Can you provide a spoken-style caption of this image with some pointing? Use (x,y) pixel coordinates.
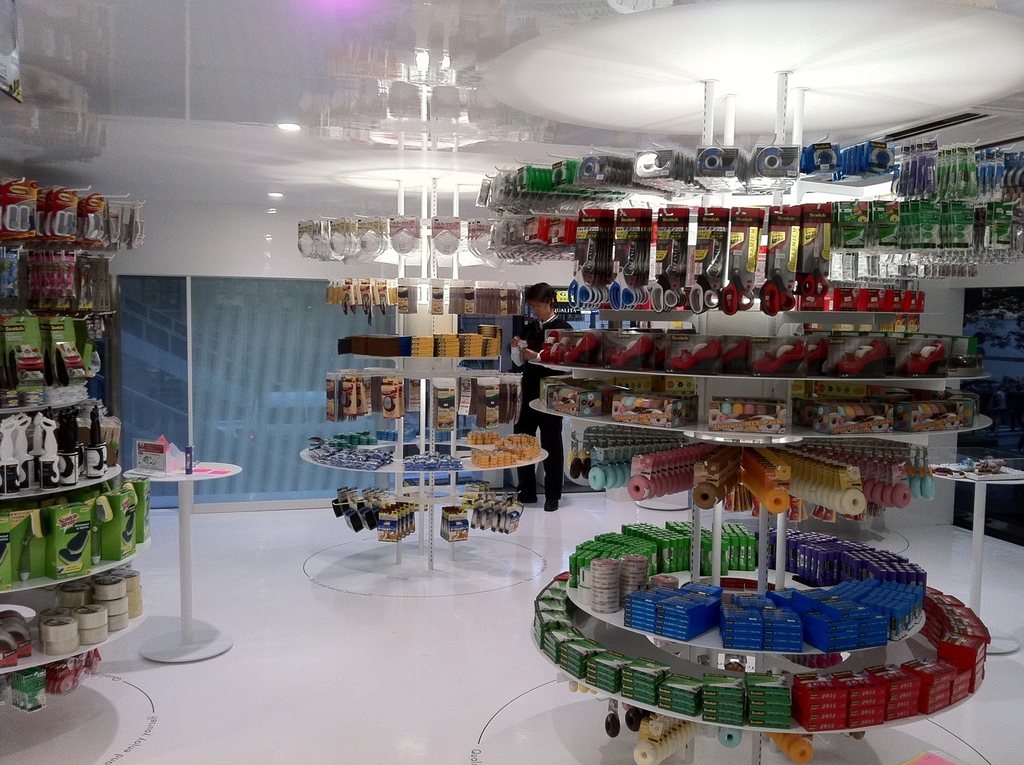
In the image it looks like there are tape rolls (610,591), tape dispensers (583,343), stationery objects (11,352) and many other things (358,468) in a store (768,357) and in the background (535,335) there is a man (553,445) standing in front of a glass window (345,328).
